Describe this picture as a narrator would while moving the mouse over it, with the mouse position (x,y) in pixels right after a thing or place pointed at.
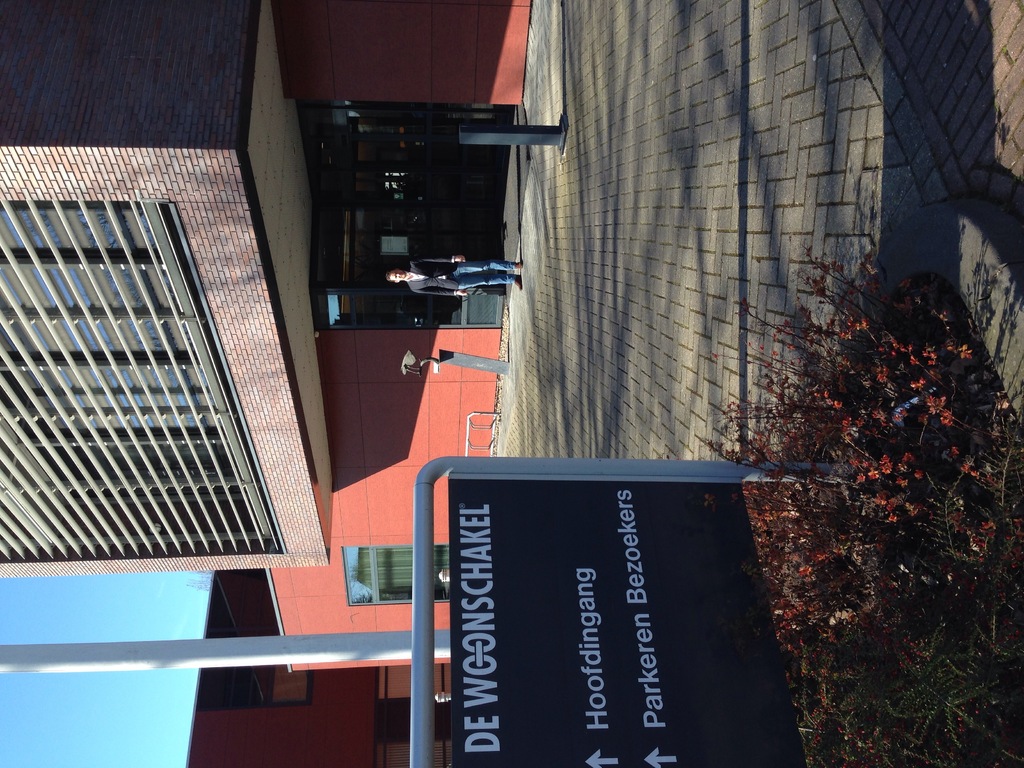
In this picture there is a man (415,264) who is wearing blazer (452,287), shirt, jeans (482,283) and shoe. He is standing near to the black poles (517,137). At the bottom (805,624) there is a sign board (739,709), beside that I can see a some flowers (909,455) on the plants (904,440). In the background (277,197) I can see the building (366,187). In the bottom left corner (113,767) there is a sky (104,747).
